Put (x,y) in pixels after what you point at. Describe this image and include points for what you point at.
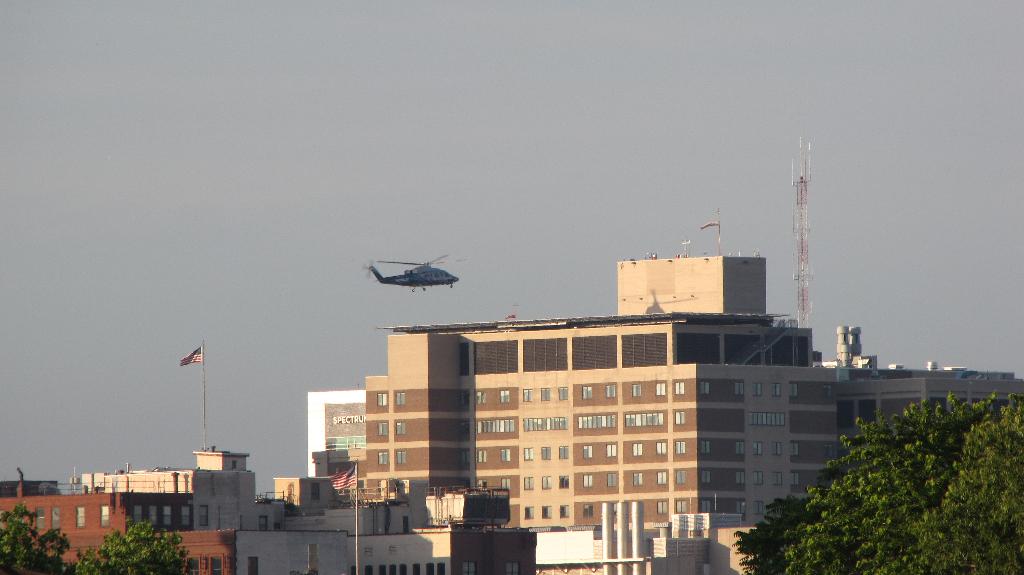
In this image we can see a helicopter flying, there are some buildings (484,508), trees (147,525), flags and a tower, in the background (220,278), we can see the sky (228,277).
